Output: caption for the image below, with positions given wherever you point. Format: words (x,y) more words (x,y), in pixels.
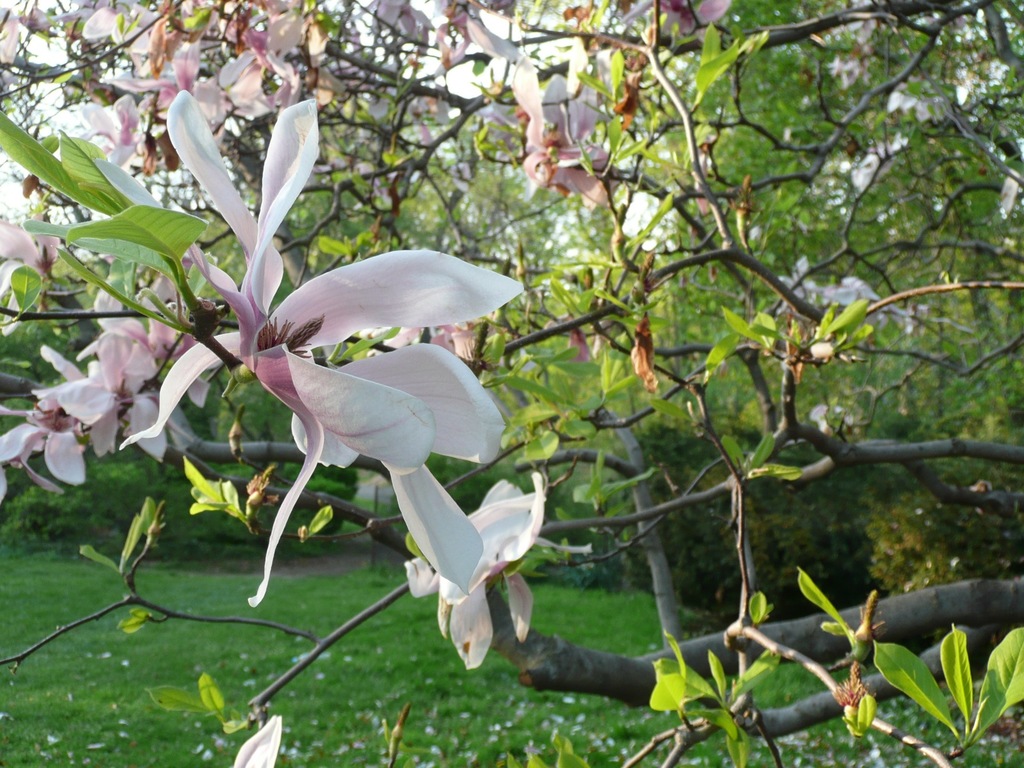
In this image we can see the flower tree (534,541). In the background (968,551) we can see the shrubs (782,549), trees (559,254) and also grass (286,636).
